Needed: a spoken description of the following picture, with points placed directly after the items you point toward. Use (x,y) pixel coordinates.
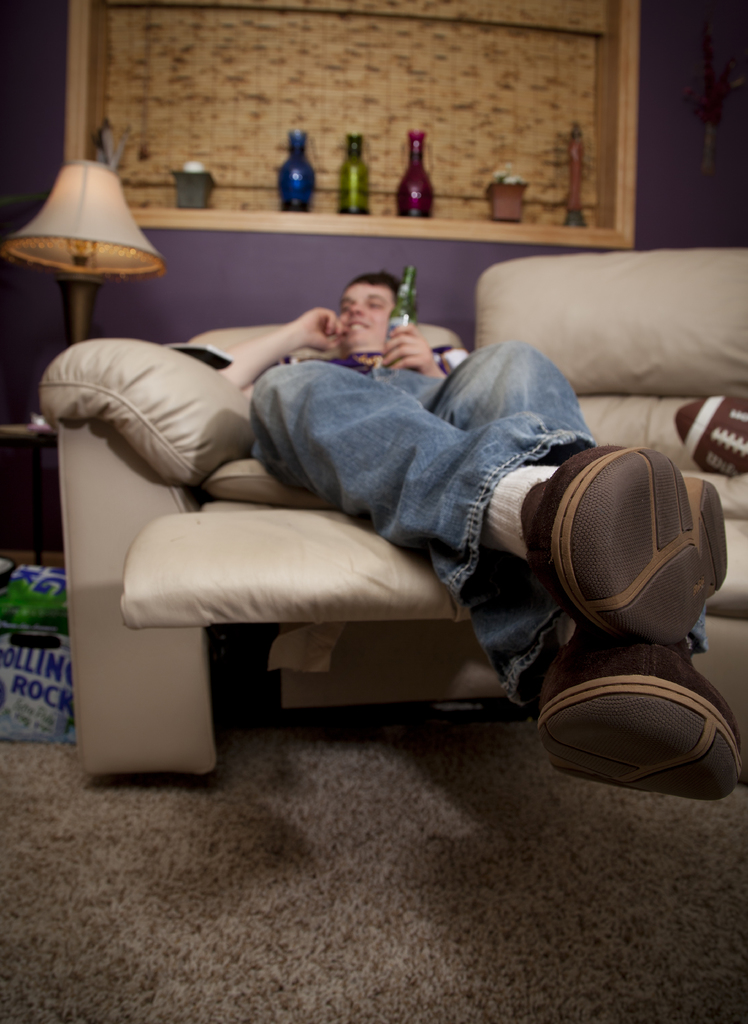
In this image i can see a person (436,483) lying on the couch (409,566). In the background (142,244) i can see a shelf (158,216) and few bottles (301,194) in it and a lamp (77,205).
